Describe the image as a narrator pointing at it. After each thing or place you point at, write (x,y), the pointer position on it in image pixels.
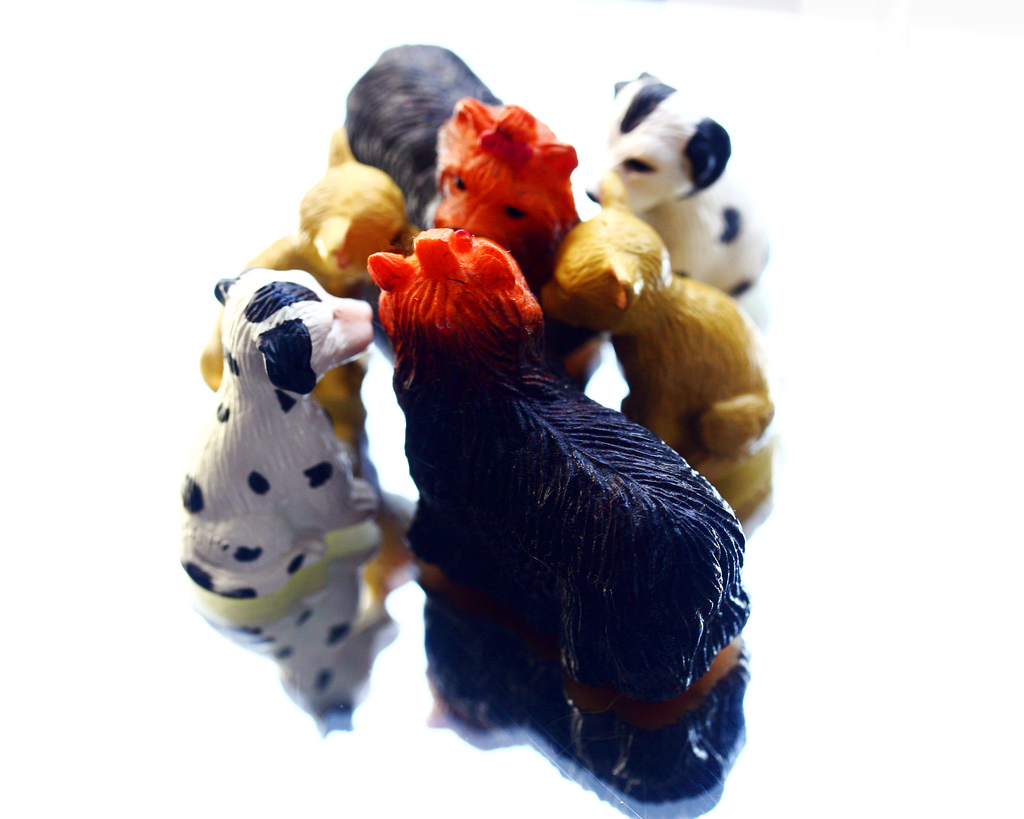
In the image we can see there are many toys (497,291) of different colors and sizes.
